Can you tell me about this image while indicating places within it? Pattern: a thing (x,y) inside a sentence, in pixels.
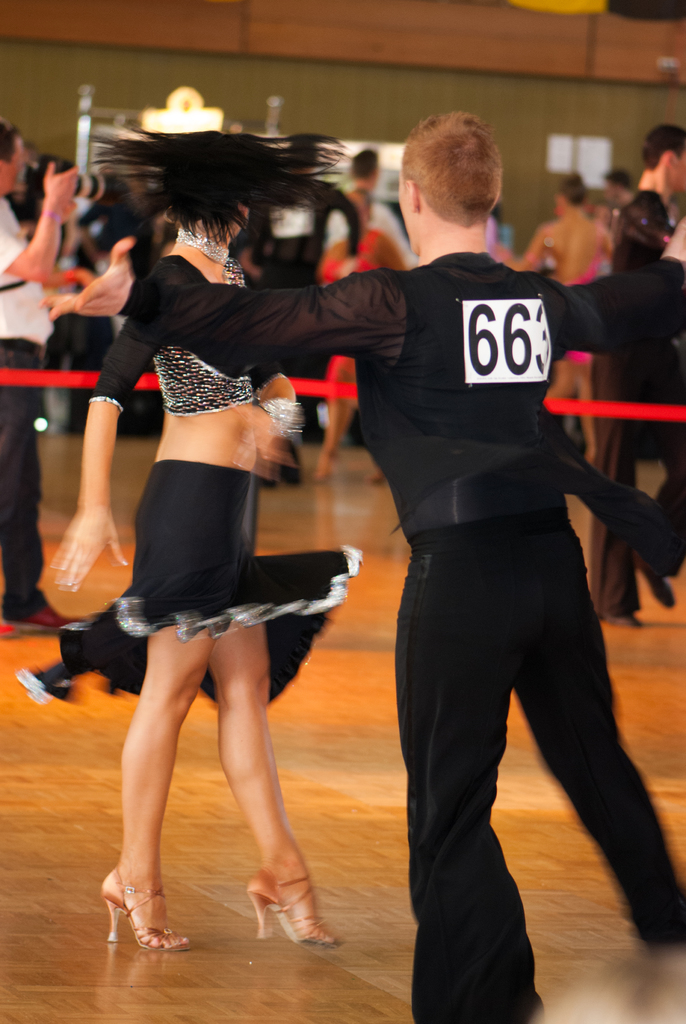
In the image I can see a lady (277,642) and a guy (438,463) who are dancing and to the side there are some other people (35,253).
